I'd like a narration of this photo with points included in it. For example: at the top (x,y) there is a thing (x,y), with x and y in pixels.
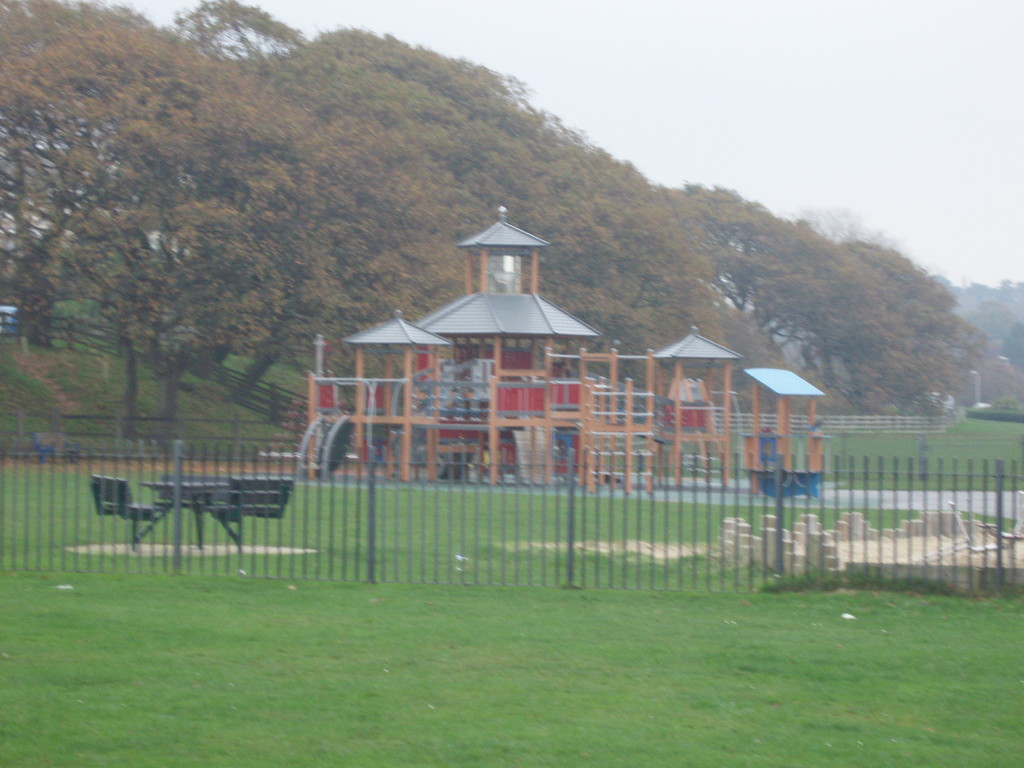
In this image at the bottom (473,661) there is grass (558,661) and in the background (560,409) there is one play structure (440,423), benches (274,510), chairs (249,502) and trees (449,248). In the center (640,495) there is a fence (695,524), at the top of the image (784,110) there is sky (847,104).
